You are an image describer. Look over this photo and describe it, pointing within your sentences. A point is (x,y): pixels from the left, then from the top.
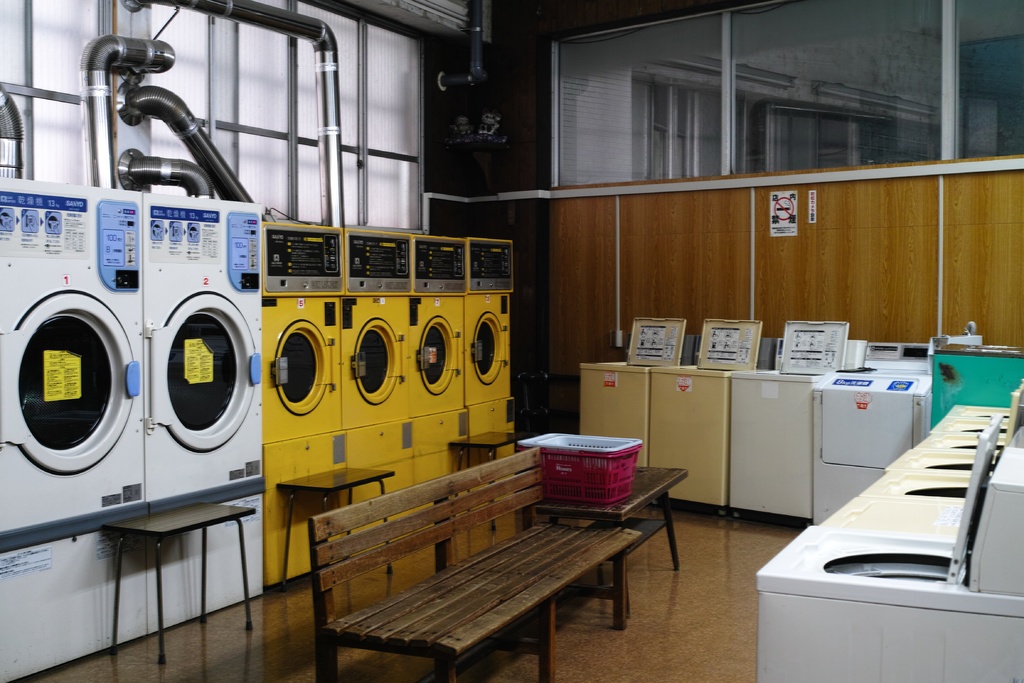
Here in this picture we can see number of washing machines (827,438) present on the floor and on the left side (172,527) we can see some tables (211,518) also present and in the middle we can see a bench (391,504) present and beside that we can see a table (630,507) with a basket (599,466) on it present and on the left side (337,227) we can see some pipes (150,101) also present and on the right side (721,151) we can see glass windows (722,81) on the room (946,175) present.
